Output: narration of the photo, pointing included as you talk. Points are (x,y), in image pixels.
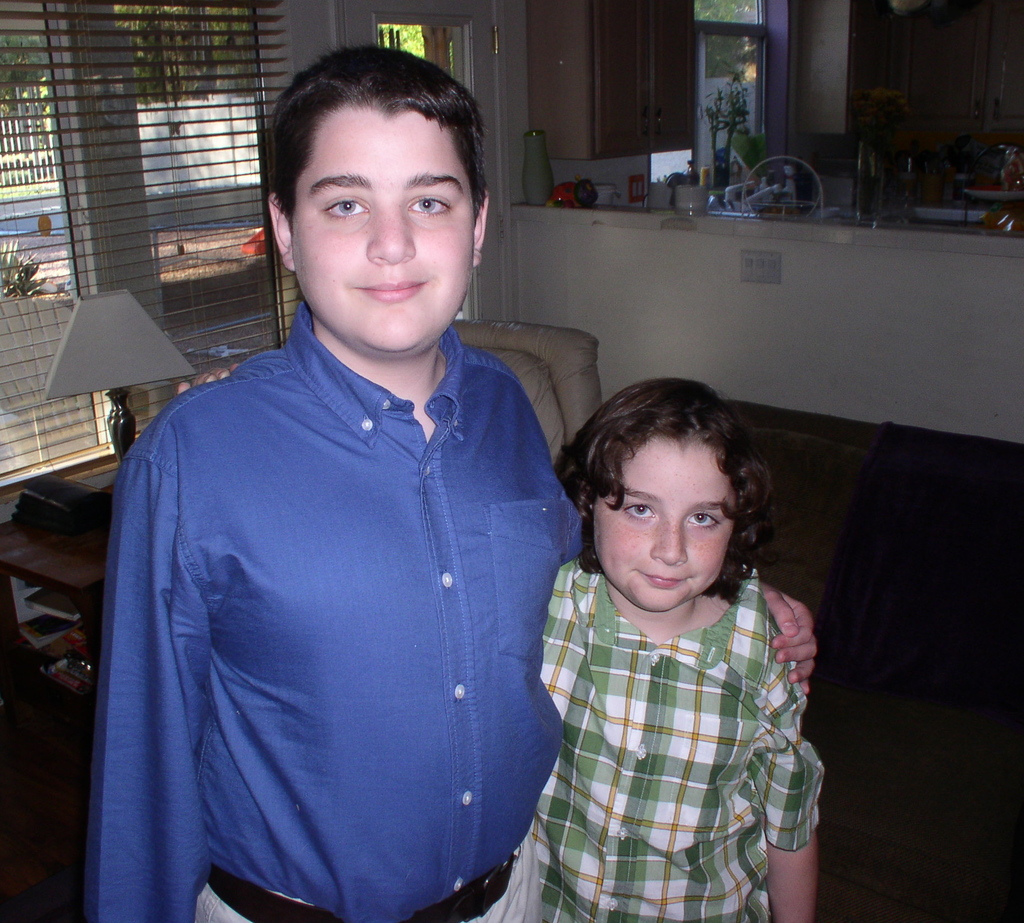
This picture shows inner view of a room (616,377). We see couple of boys (391,580) standing and we see a table lamp (112,360) on the table (33,625) and blinds (177,129) to the window (69,222) and we see a kitchen (782,113) with few bottles (693,168) and bowls (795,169) on the counter top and we see a sofa (788,489).
